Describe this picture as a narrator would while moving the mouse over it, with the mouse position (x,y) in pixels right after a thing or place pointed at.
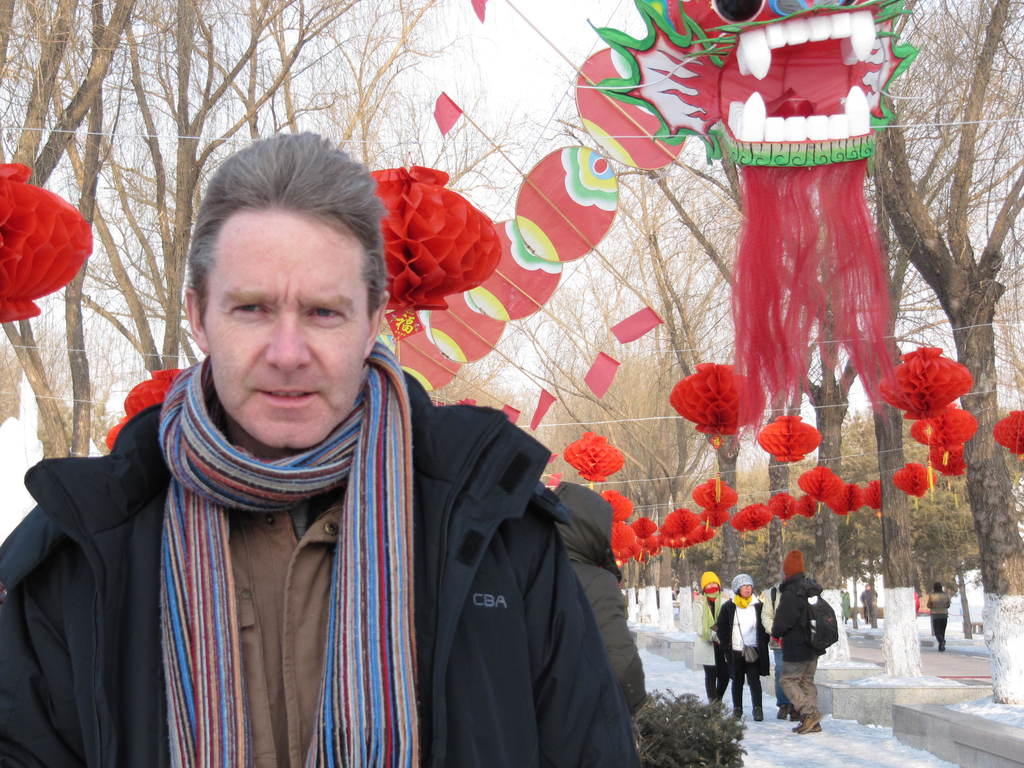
In the background (366,17) we can see the sky (552,38), trees (981,108) and we can see the decoration (751,43) with decorative items (862,98). In this picture we can see the people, snow (838,752) and the road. This picture is mainly highlighted with a man (532,728) wearing a jacket (564,740) and a scarf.
